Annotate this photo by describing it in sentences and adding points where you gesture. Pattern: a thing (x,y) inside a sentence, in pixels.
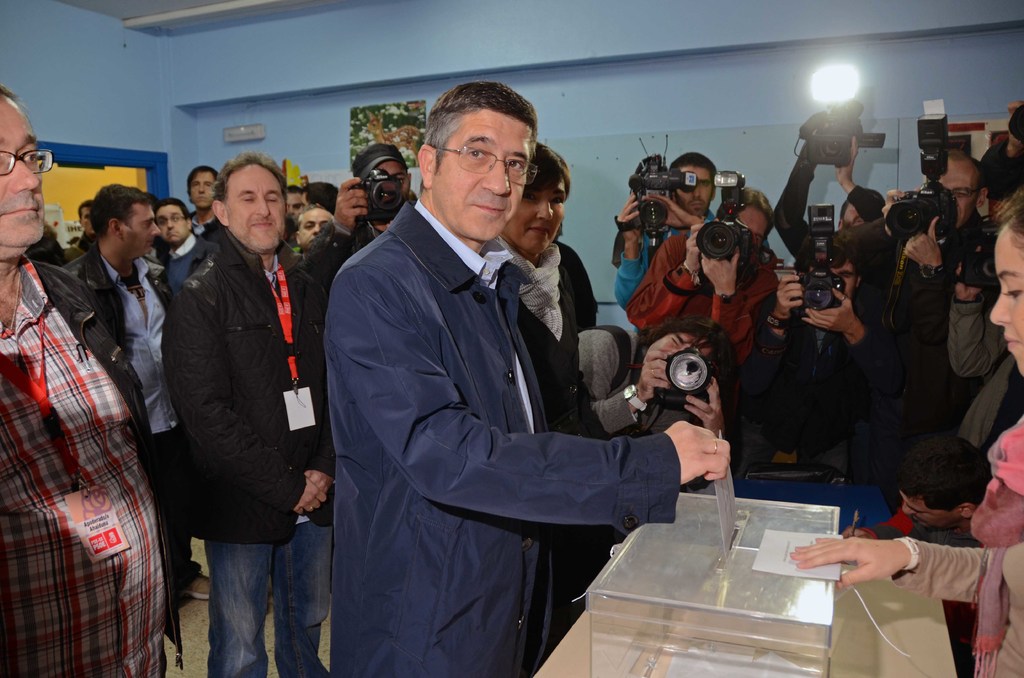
In the picture we can see a hall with some people (681,248) standing, holding cameras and capturing the pictures of a man (372,366) who is casting his vote in the box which is on the table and behind the table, we can see a woman (922,583) is standing, and behind the man (421,658) we can see some people (262,335) are standing in tags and ID cards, and in the background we can see some posters (45,210) to the wall (222,63).
